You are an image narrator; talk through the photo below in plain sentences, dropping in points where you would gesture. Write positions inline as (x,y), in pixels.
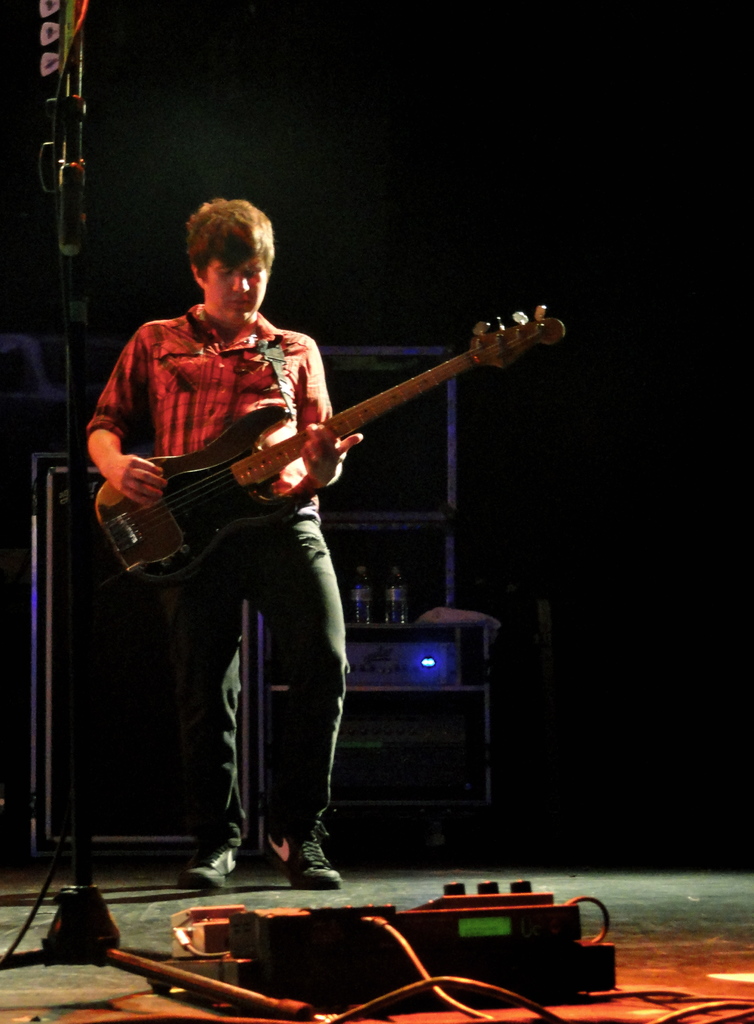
In this image, human (244,535) is playing a guitar (208,549). Left side, there is a stand (208,986), wire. At the bottom (299,911), there is some machine (334,976). And the background (383,646), we can see boxes (381,632), bottle (397,597) and speaker (142,730).
